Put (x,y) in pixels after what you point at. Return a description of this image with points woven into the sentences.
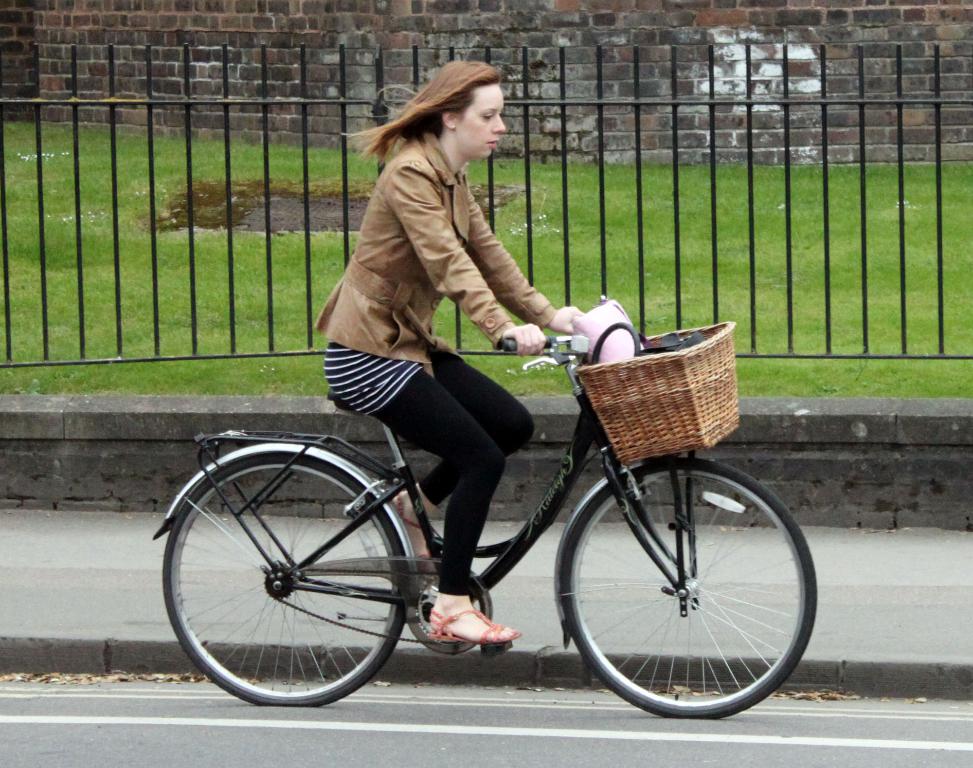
This image is taken in outdoors. In the middle of the image (353,364) there is a girl (447,105) sat on a bicycle (492,617), there is a basket (692,339) to a bicycle (581,352). In the image there is a road (603,742). At the background (537,78) there is a brick wall (440,31), a railing (79,268) and a grass ground (23,314).
